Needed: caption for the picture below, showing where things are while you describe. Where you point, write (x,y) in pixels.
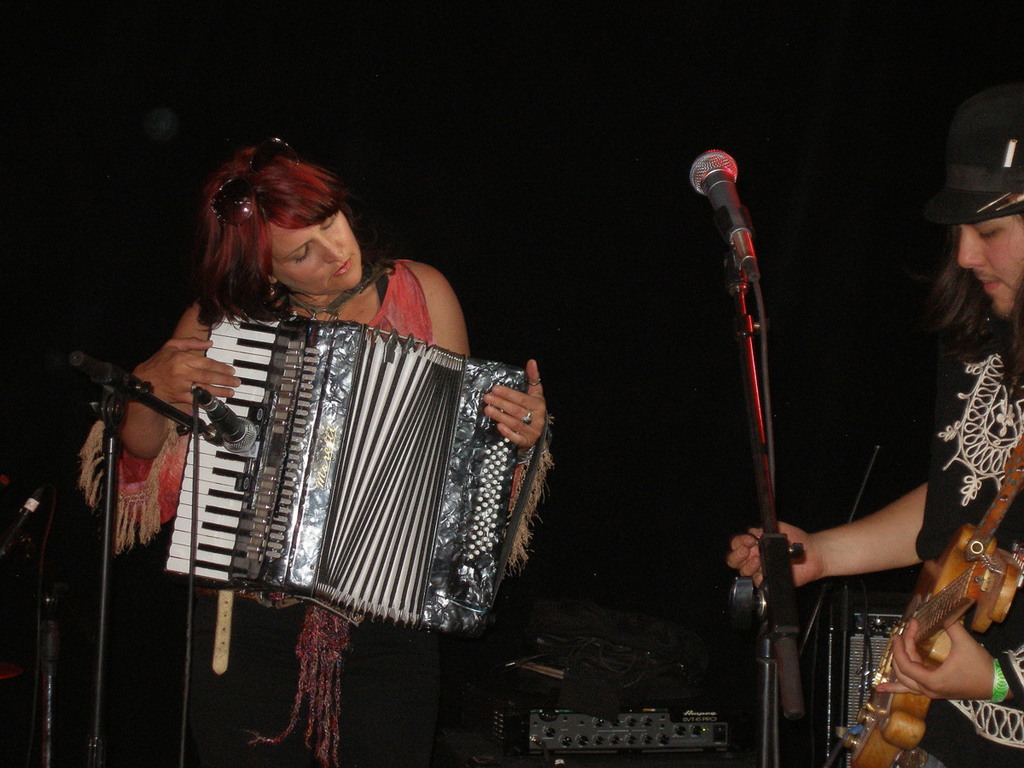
Here in this picture we can see a woman (327,301) playing accordion (274,473), which is present in her hands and in front of her we can see microphones (226,419) present on the place over there and beside her we can see another person (890,503) playing guitar (900,631) and we can also see a microphone (717,203) in front of him also and behind him we can see music systems (599,725) present over there and the person (953,213) on the right side (978,192) is wearing a hat (975,194) and the woman (279,270) is having goggles (294,155) on her head (252,166) over there.
